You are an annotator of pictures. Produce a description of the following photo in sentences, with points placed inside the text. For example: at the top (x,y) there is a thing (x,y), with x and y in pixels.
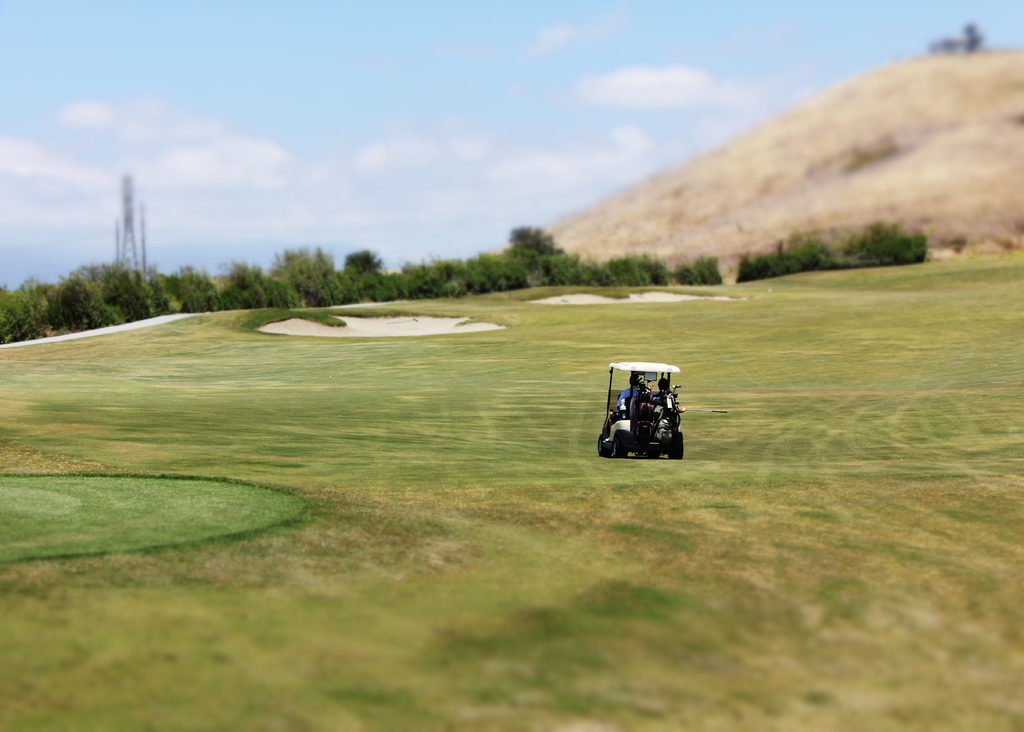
In the image there are two persons (631,391) riding a golf car (623,368) on a golf field (324,428) with plants (322,277) in the back (66,299) and a hill (778,180) on the right side (739,201) and above its sky (291,89) with clouds (228,166).
